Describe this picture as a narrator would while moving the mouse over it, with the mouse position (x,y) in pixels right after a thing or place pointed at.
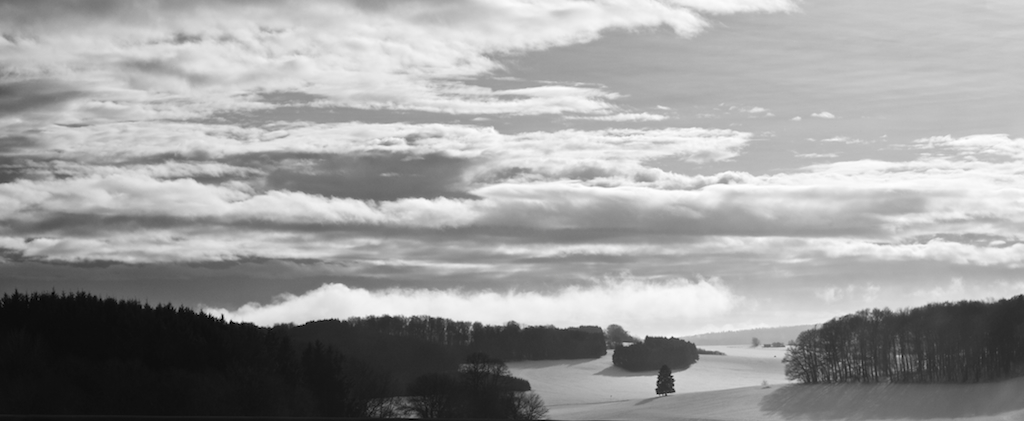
This picture is clicked outside the city. In the foreground (658,391) we can see the trees (831,374) and the ground (566,372). In the background (769,79) there is a sky (723,73) which is full of clouds (366,240).
